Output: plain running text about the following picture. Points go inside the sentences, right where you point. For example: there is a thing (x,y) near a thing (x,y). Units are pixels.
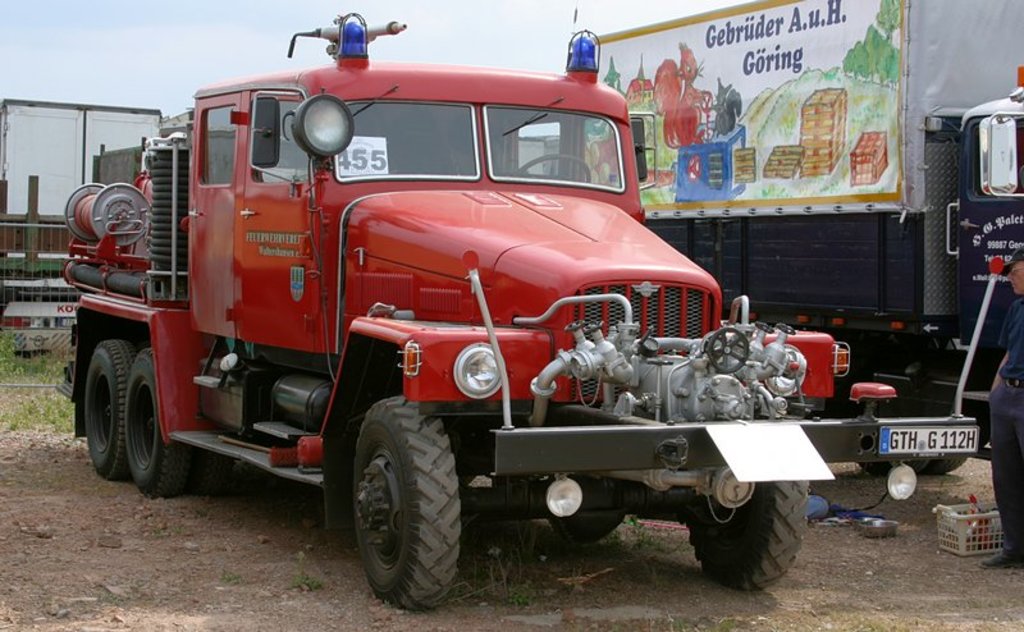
In this image, we can see vehicles (574,351) on the ground (821,541) and we can see a banner (830,149) and there is a basket (951,533) and a bowl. At the top (200,24), there is sky (158,45).
